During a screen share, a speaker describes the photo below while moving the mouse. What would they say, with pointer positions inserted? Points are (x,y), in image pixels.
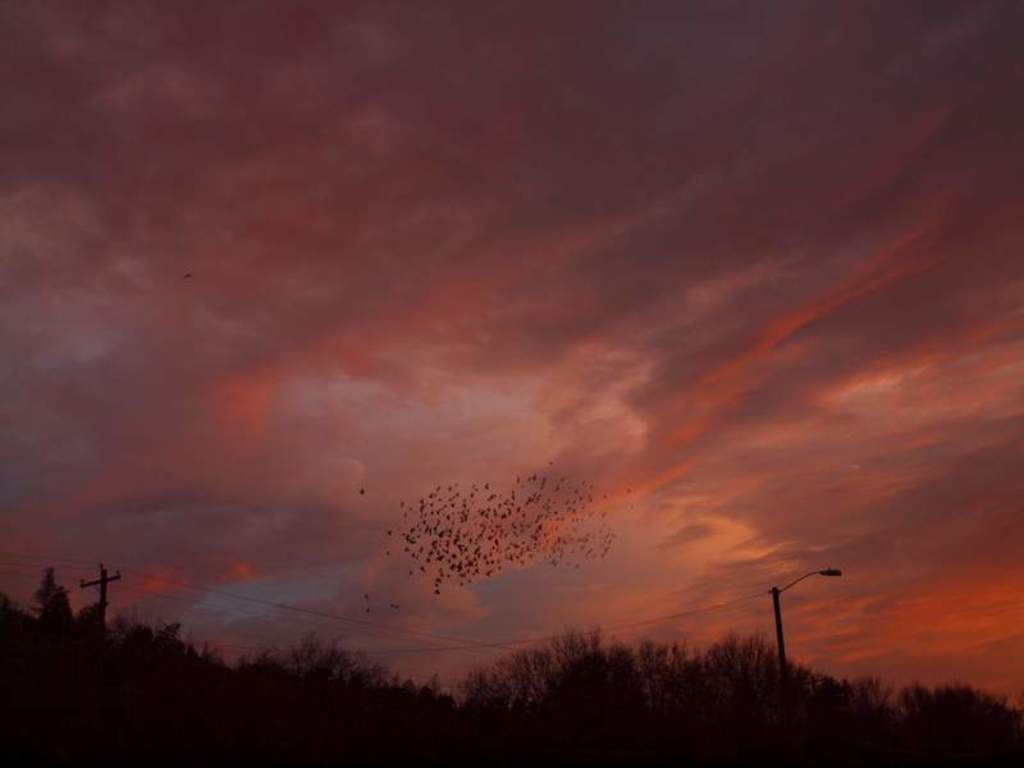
At the bottom of the image (373,703) there are some trees (302,653) and poles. In the middle of the image (480,422) we can see some objects (509,479) in the sky (632,385) and there are some clouds (758,494) in the sky (358,597).
